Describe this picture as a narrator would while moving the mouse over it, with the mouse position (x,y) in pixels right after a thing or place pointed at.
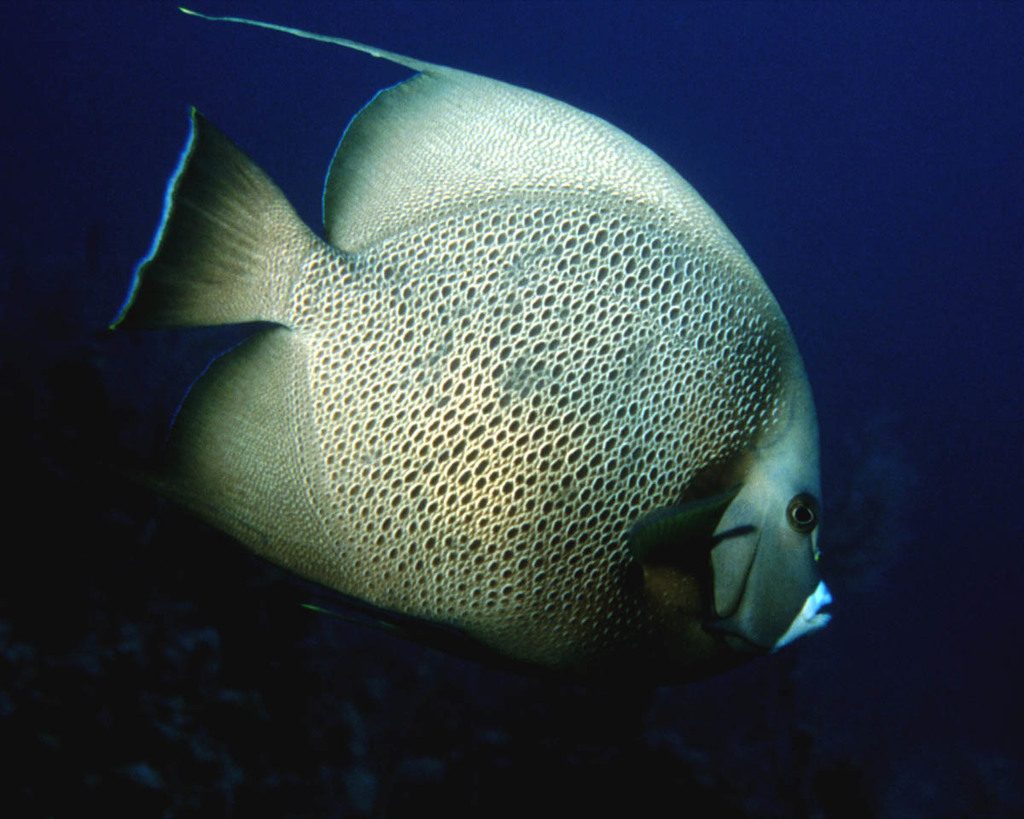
In this image I can see a fish (336,217) in the front (457,211) and I can also see blue colour in the background (975,187).
